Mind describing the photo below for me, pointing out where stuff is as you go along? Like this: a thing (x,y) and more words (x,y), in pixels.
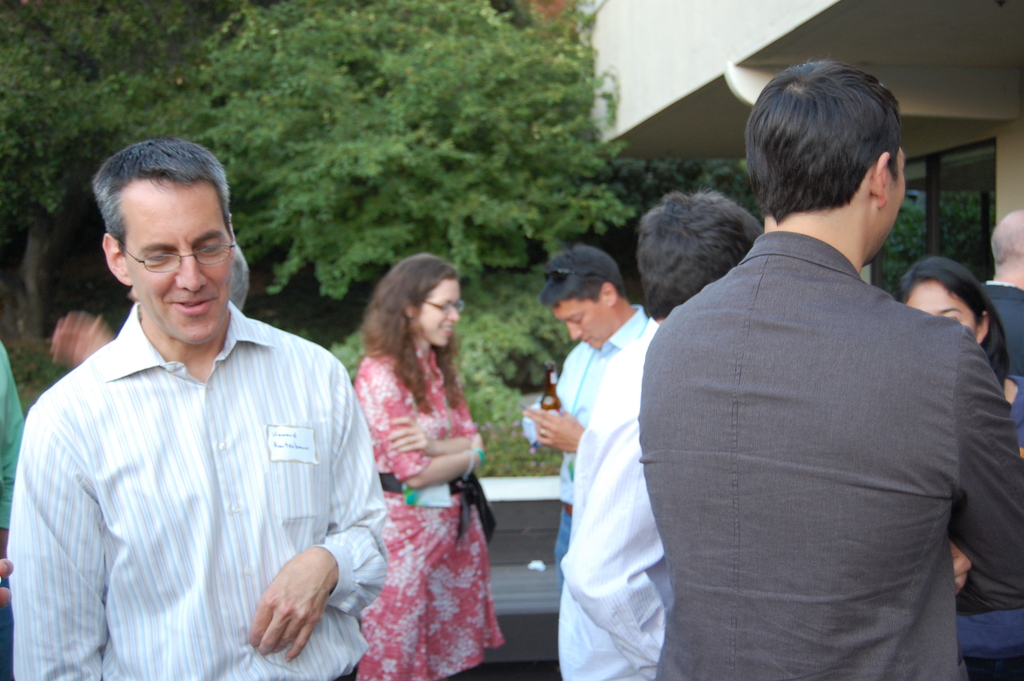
In this image there are group of persons (586,454) standing. On the left side (265,439) there is a man (244,466) smiling. In the center (448,427) there is a woman (448,427) standing and smiling and on the right side (905,313) there are persons (928,342) standing and there is a man (574,327) in the background (591,381) standing and holding a bottle (556,411) in his hand (569,417). In the background (369,150) there are trees (422,158). On the right side (748,38) there is a wall (753,35).
